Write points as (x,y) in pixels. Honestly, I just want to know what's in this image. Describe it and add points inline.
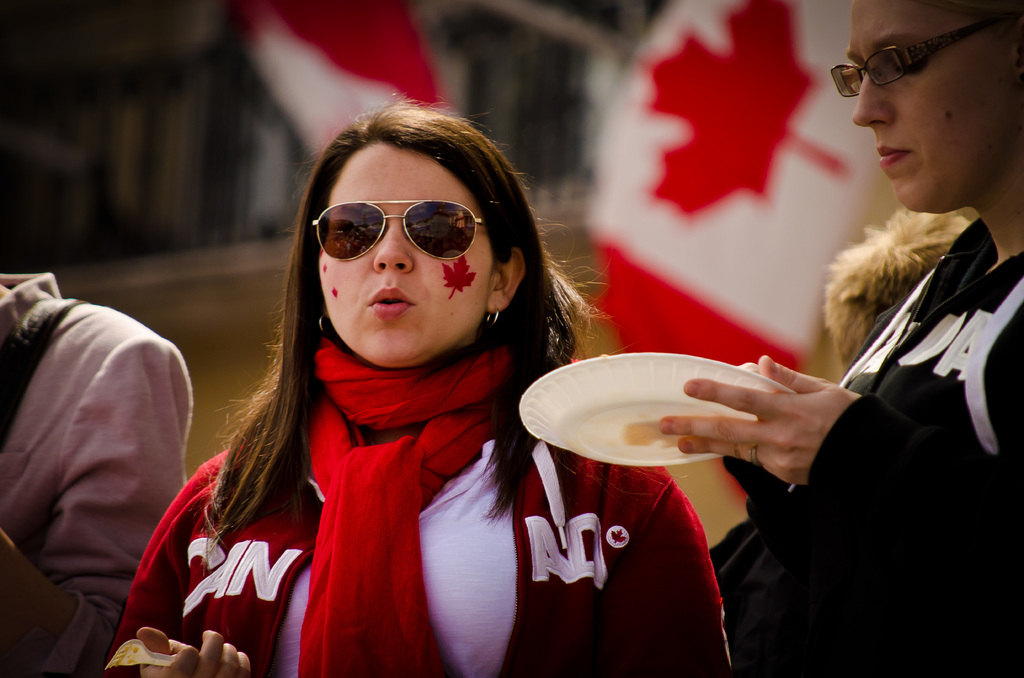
In this picture describe about a woman (345,515) wearing a red color jacket (640,469) and muffler (384,419) in neck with black sunglasses (447,225) standing in the image. Beside you can see another girl (914,462) wearing a black color jacket (754,481) holding white plate (572,396) in the hand (720,420). In the background (754,172) we can white and red color Canadian flag (636,215).
